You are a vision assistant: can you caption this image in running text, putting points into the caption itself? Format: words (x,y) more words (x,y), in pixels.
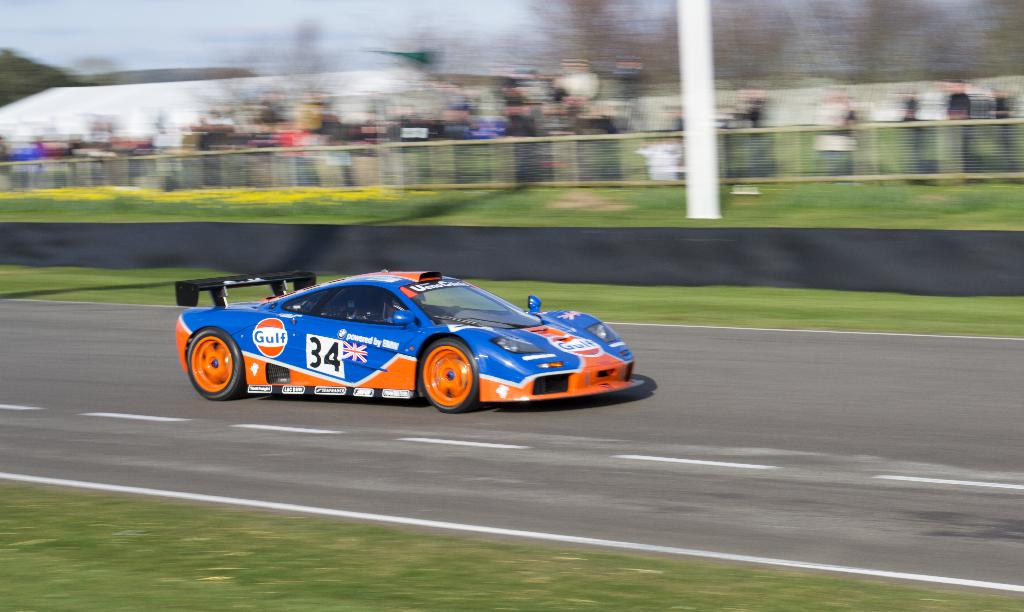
The picture is taken in a car racing event. In the foreground of the picture (275,317) there are road (199,462), grass (221,535) and race car (320,339). The background (2,100) is blurred. In the background (260,139) there are people (361,126) standing near the railing (347,160) and there are trees (626,52).
